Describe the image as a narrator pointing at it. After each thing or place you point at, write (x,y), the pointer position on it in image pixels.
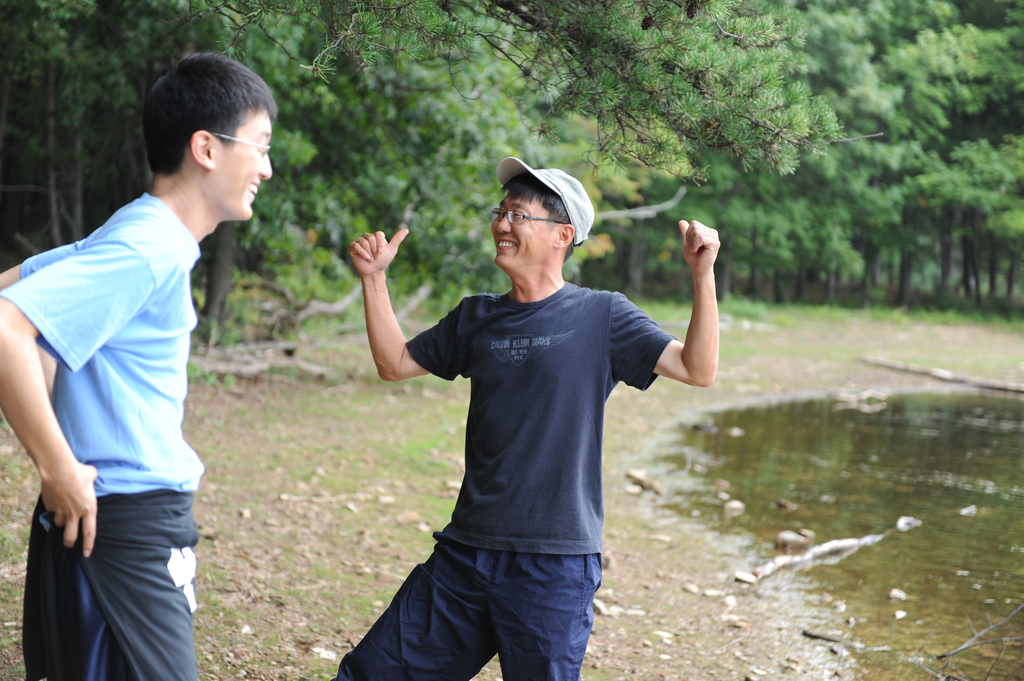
In the picture I can see two persons (487,426) standing in the left corner (84,430) and there is water (910,503) in the right corner (896,522) and there are trees (672,96) in the background (419,128).
